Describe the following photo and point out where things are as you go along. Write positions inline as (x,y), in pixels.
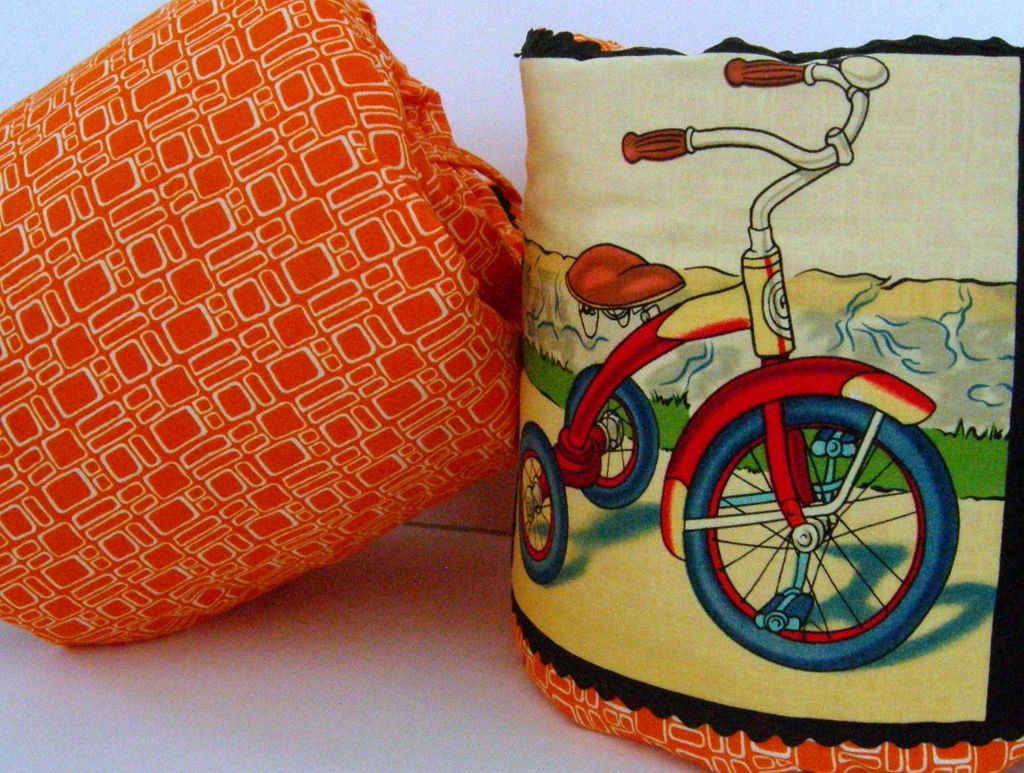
In this image I can see two orange colour things (412,454) and on the right side of this image (730,305) I can see depiction (625,469) of a tricycle (539,566).
